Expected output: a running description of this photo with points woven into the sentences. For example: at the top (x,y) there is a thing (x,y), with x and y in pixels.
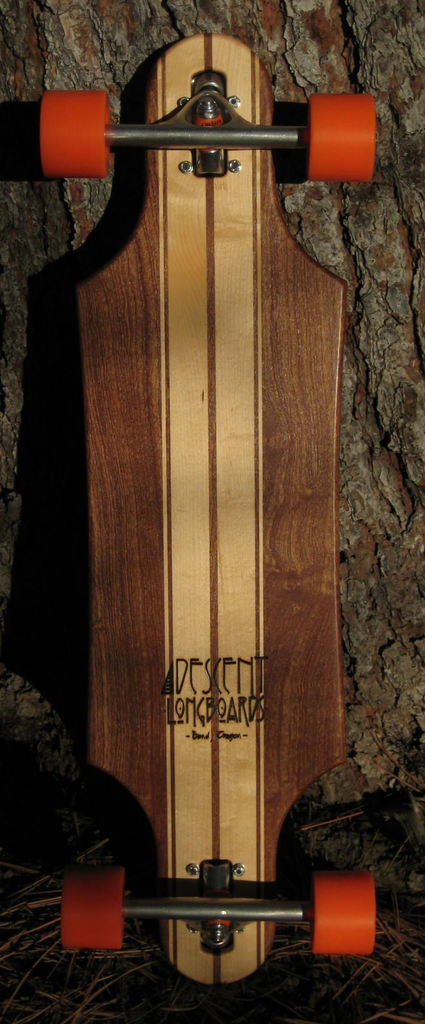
In this picture we can see a skateboard (97,413) and in the background (374,317) we can see a tree trunk (361,211).
